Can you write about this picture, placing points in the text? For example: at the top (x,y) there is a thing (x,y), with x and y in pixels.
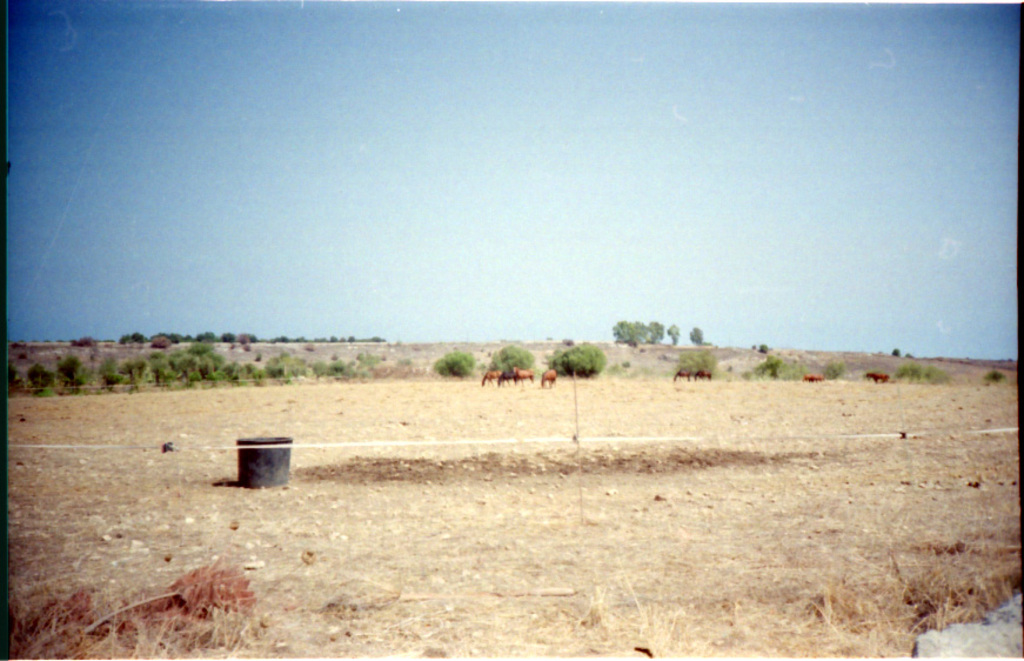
In this image there is a barren land (569,492). In the left (264,459) there is a bucket (268,465) on the ground (373,463). In the background (507,373) there are a few animals (526,374) and trees (451,369). At the top (413,133) there is the sky (588,129).
